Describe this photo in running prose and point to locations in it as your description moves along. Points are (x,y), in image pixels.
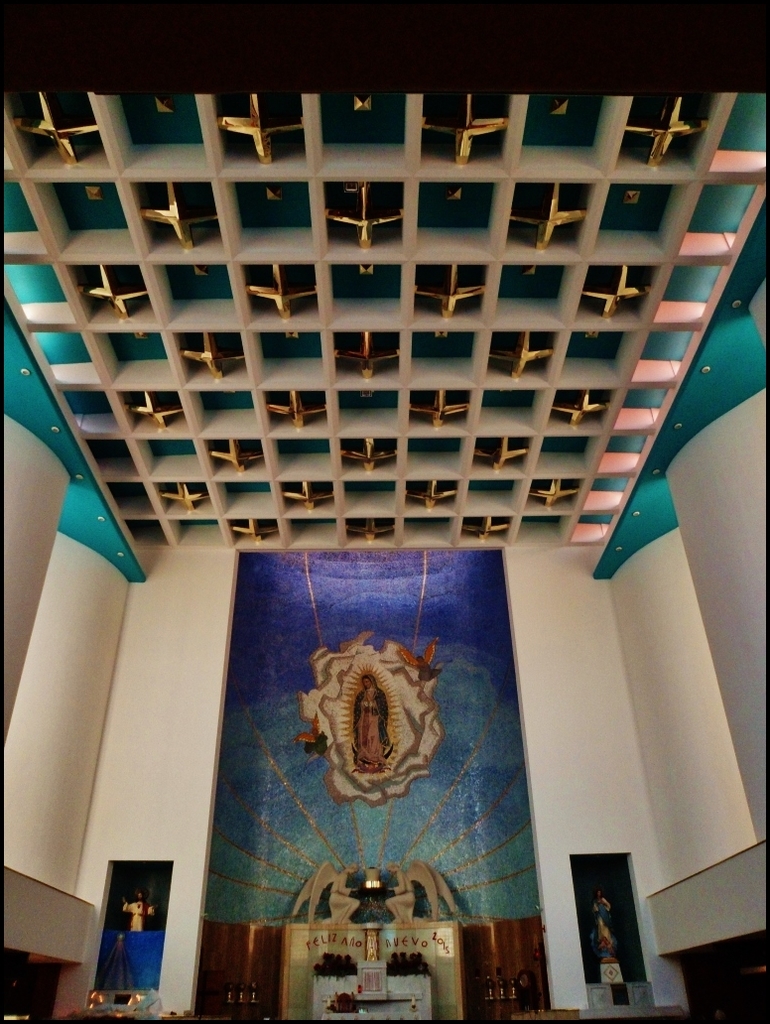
In this picture there is a inside view of the church (623,752). In the front (328,874) there is blue color wall (284,571). On the top (285,107) we can see the white ceiling (459,179) with gold stars (166,407) and spotlights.
